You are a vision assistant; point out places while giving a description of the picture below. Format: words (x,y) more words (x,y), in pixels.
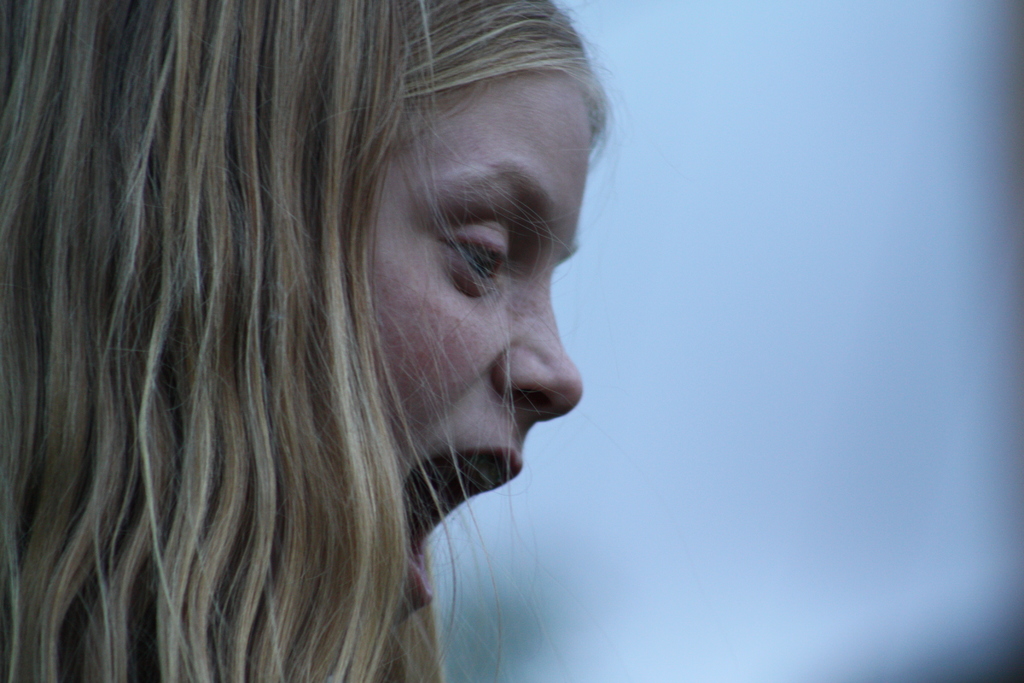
In this image in the foreground (191,414) there is one woman (241,430) who is opened her mouth (463,483).
